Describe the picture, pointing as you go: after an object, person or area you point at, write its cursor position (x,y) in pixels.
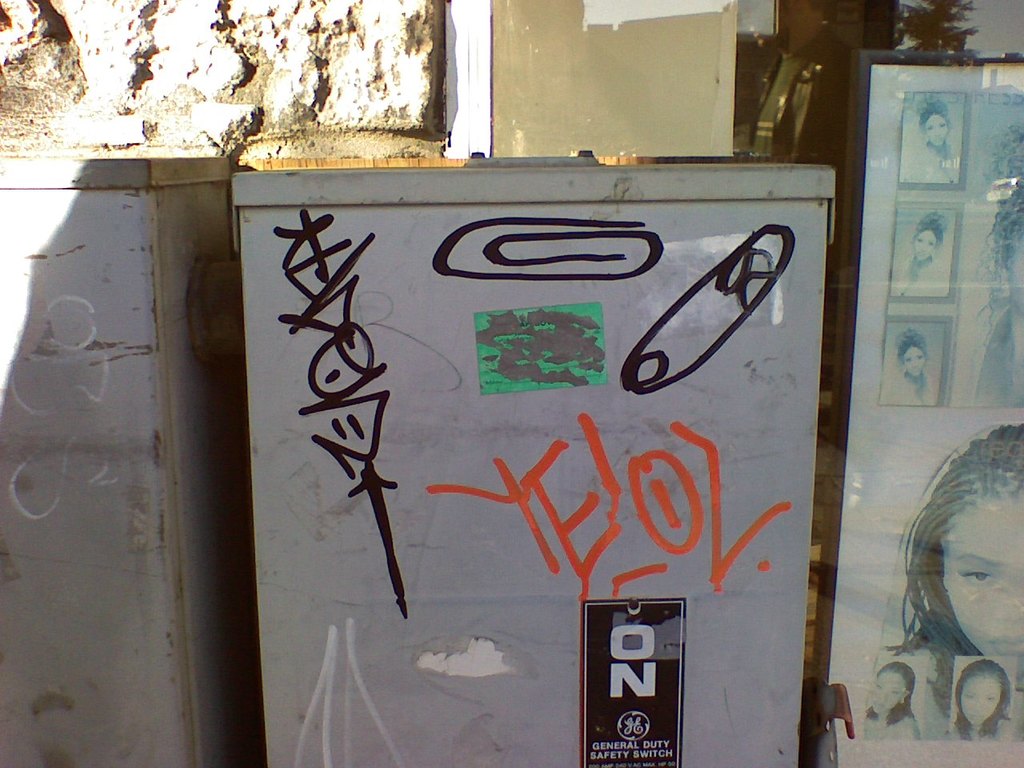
In the picture I can see metal boxes (430,473) and a glass wall (854,414). On the right side of the image (937,537) I can see photos (939,575) of women (919,602).
